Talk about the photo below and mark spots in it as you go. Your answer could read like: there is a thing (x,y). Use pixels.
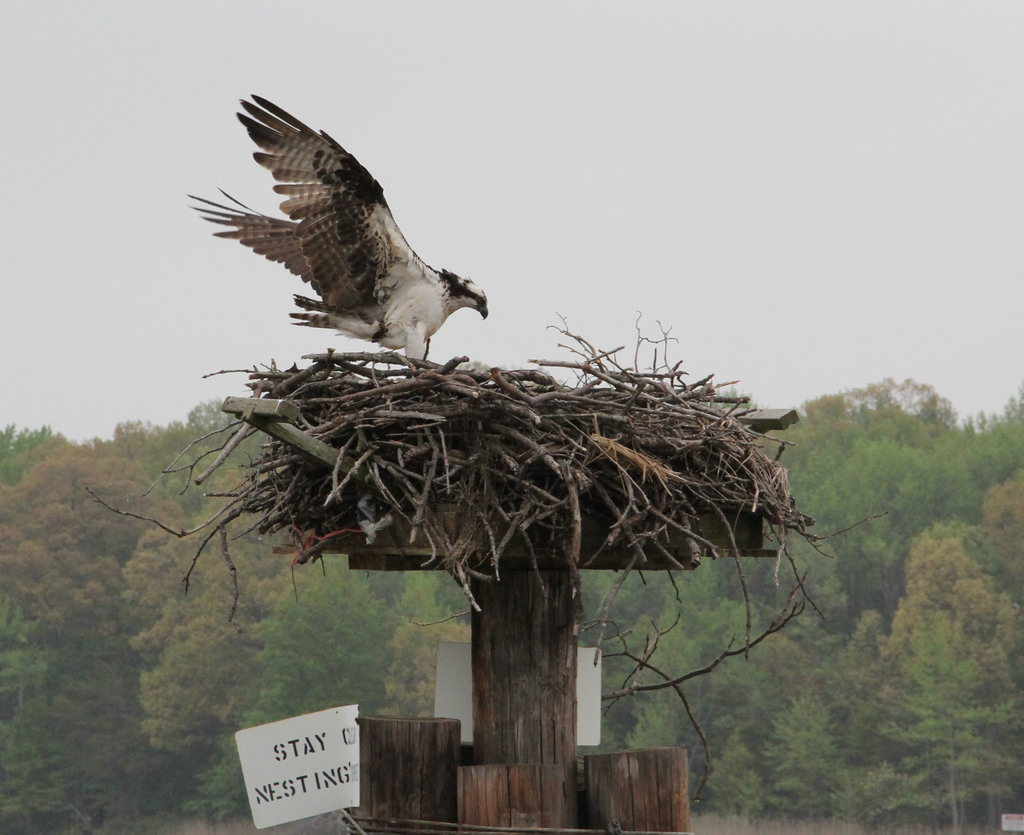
In the middle of the image (583,554) there are wooden poles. On the poles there is a nest (413,371). On the nest (498,549) there is a bird (315,180) standing. And also there is a paper (278,755) with something written on it. In the background (984,513) there are trees (874,508). At the top of the image (653,138) there is sky (363,148).
